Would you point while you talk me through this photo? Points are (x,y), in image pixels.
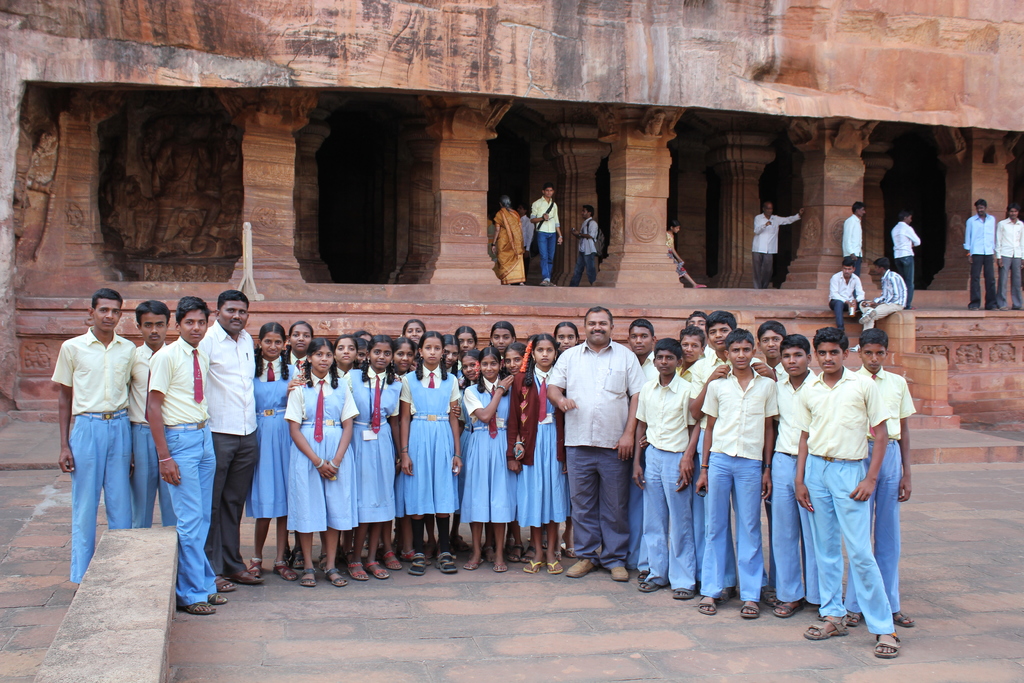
In this image we can see a group of people (462,459) standing and few people (556,499) wearing identity cards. There is a monument (499,38) in the image. There are two people (898,281) sitting on the floor (943,307) of the monument (796,254). There are few people (908,296) standing under the roof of the monument (952,318).
